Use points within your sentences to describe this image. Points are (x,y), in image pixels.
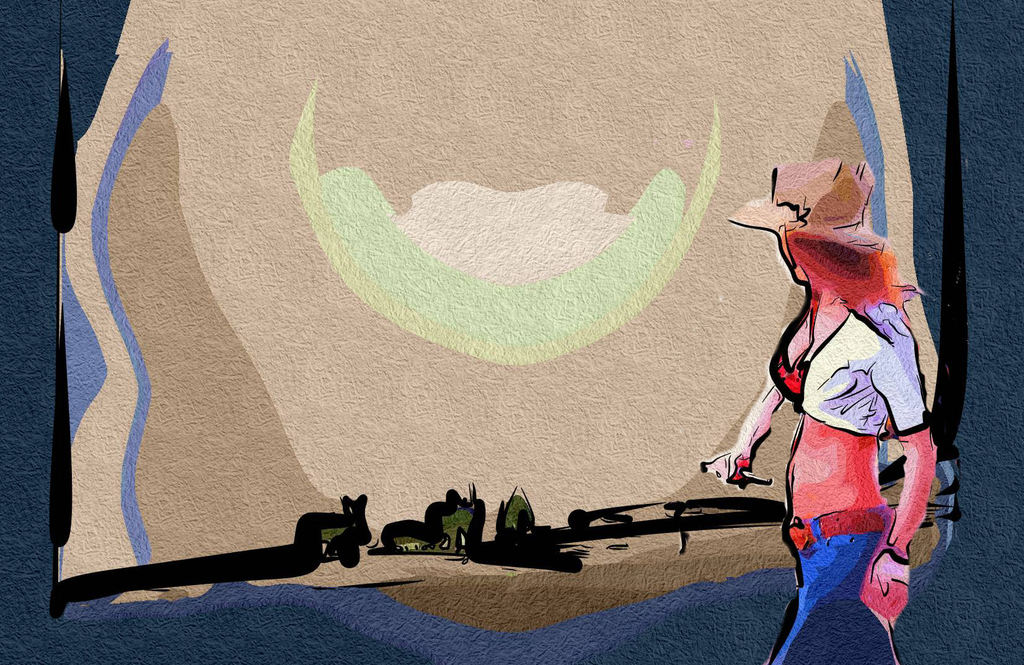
This image consists of a painting (807,397). On the right side (849,352) there is a person (826,467) walking towards the left side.
